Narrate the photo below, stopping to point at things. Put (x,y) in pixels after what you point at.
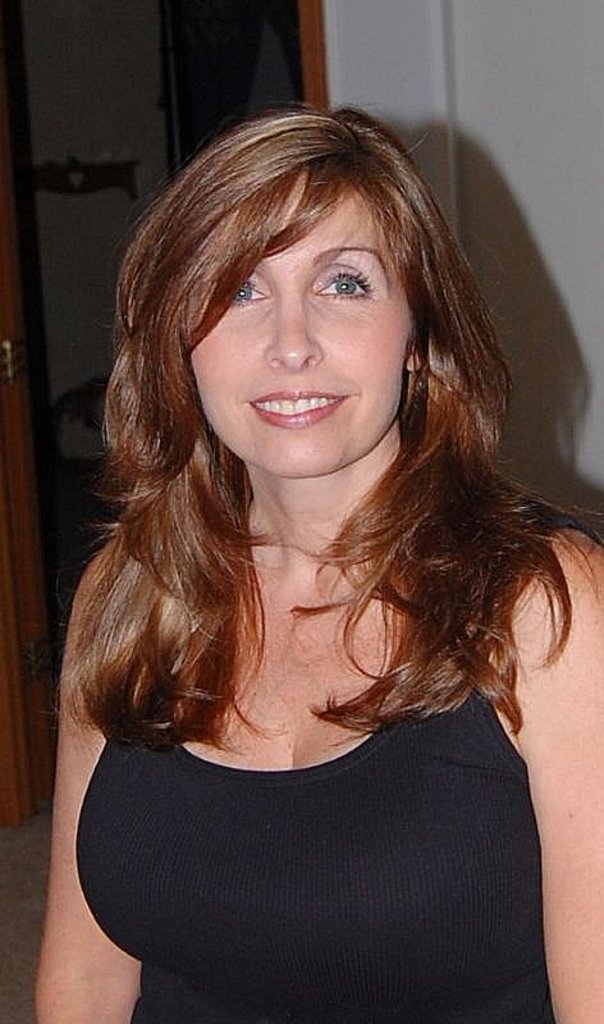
In this image I can see a person (226,239) and the person (402,986) is wearing black color dress (469,813). Background (391,29) the wall (451,50) is in white color.
